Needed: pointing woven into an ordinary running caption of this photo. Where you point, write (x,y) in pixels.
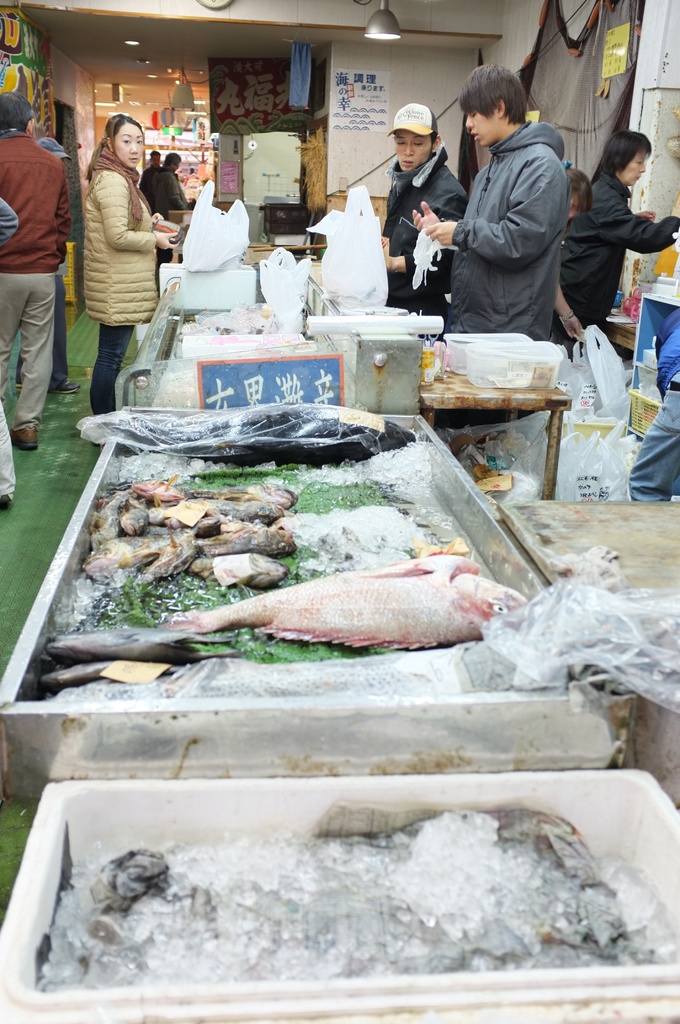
In this picture there are people (49,331) and we can see fish (271,493), ice (294,527), cloth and covers (274,412) in containers (365,722). We can see covers (346,289), boxes (521,383) and objects (267,309) on tables (440,402). We can see covers (565,445) and floor (24,468). In the background of the image (171,111) we can see posters (367,119), wall (531,17), cloth (586,142), lights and objects (191,147).
